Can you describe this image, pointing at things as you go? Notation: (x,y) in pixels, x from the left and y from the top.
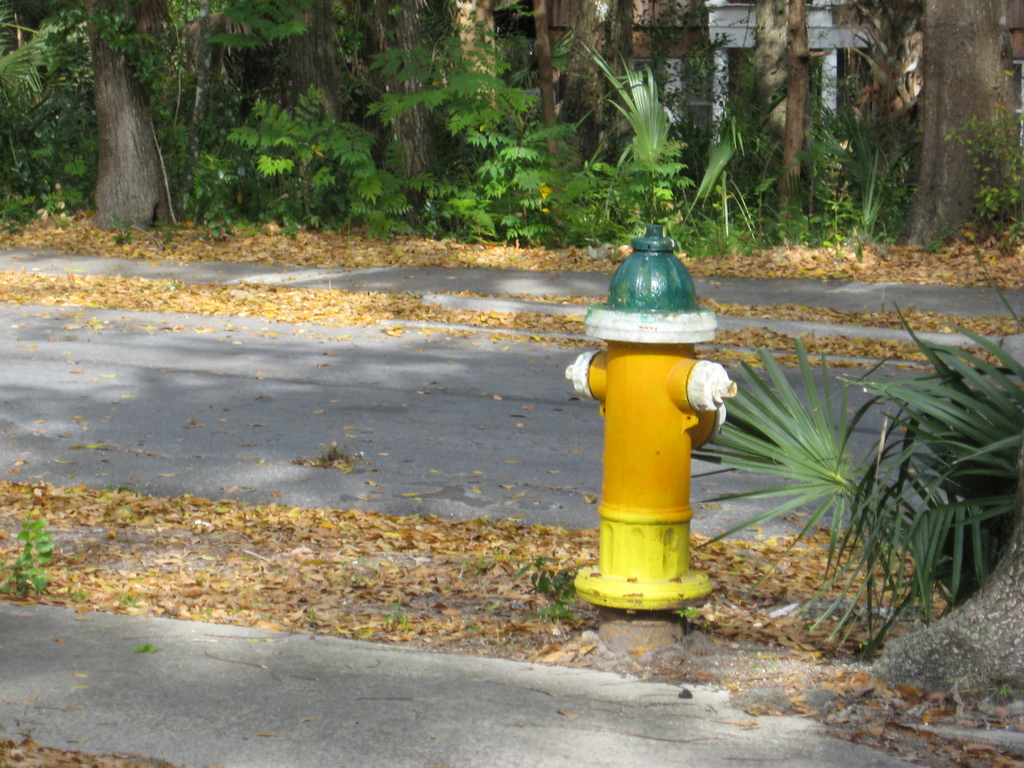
In this picture we can see a water hydrant (674,500) in the front (631,445), at the bottom (344,627) there are some leaves (268,540), in the background (381,74) we can see trees (304,79) and some plants (681,170).
